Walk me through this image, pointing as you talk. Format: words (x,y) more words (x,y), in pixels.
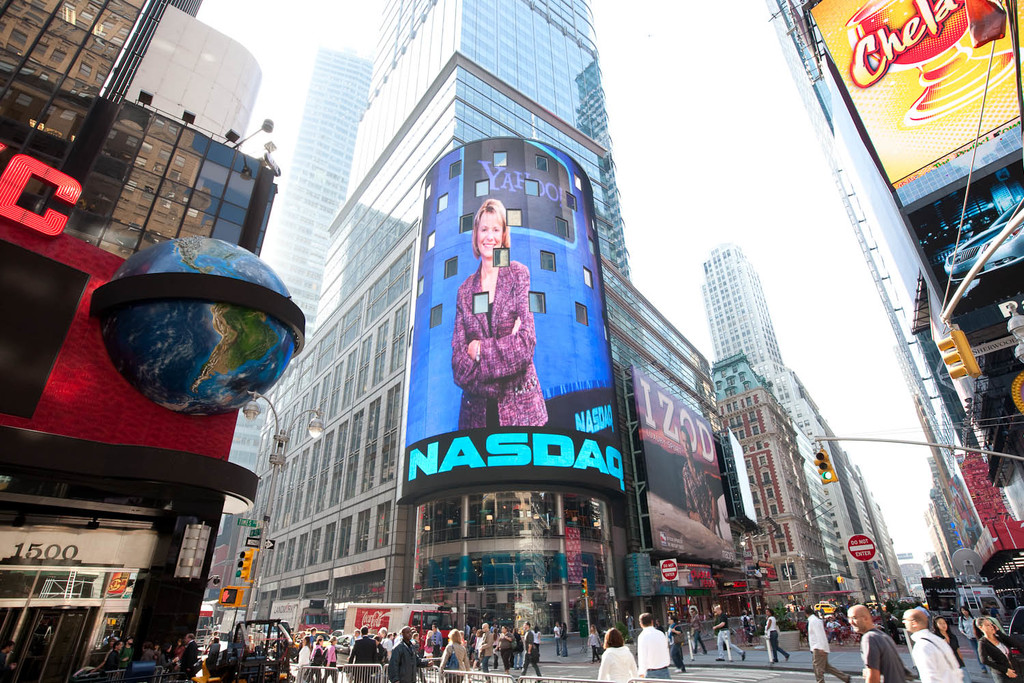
This picture is clicked in the city (320,435). At the bottom of the picture (408,667), we see railing (374,672) and many people (534,655) are walking on the road (564,670). On either side of the picture, we see buildings (1003,540). In the middle of the picture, we see poles (251,589) and street lights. We see boards (871,554) in white and red color with some text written on it. On the left side (229,590), we see traffic signals (239,576) and street light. There are buildings (549,531) in the background (360,381). At the top of the picture (621,106), we see the sky (660,178).
